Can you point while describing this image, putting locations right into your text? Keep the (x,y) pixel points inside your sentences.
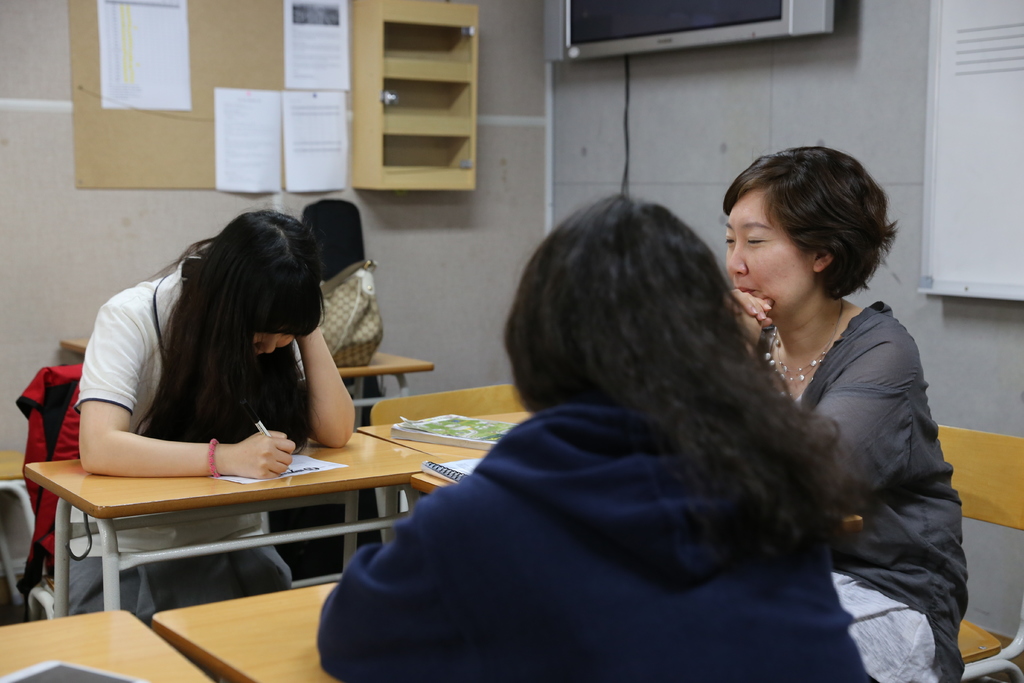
These 3 women (290,307) are sitting on a chair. Posters (293,119) on wall (34,114). A white board (973,162) and television (701,23) on wall (848,80). We can able to see tables (230,515), on this tables (227,626) there are books (437,438) and paper (308,463). This woman (229,320) is holding a pen (258,419). On this table (380,363) there is a handbag (355,341).
